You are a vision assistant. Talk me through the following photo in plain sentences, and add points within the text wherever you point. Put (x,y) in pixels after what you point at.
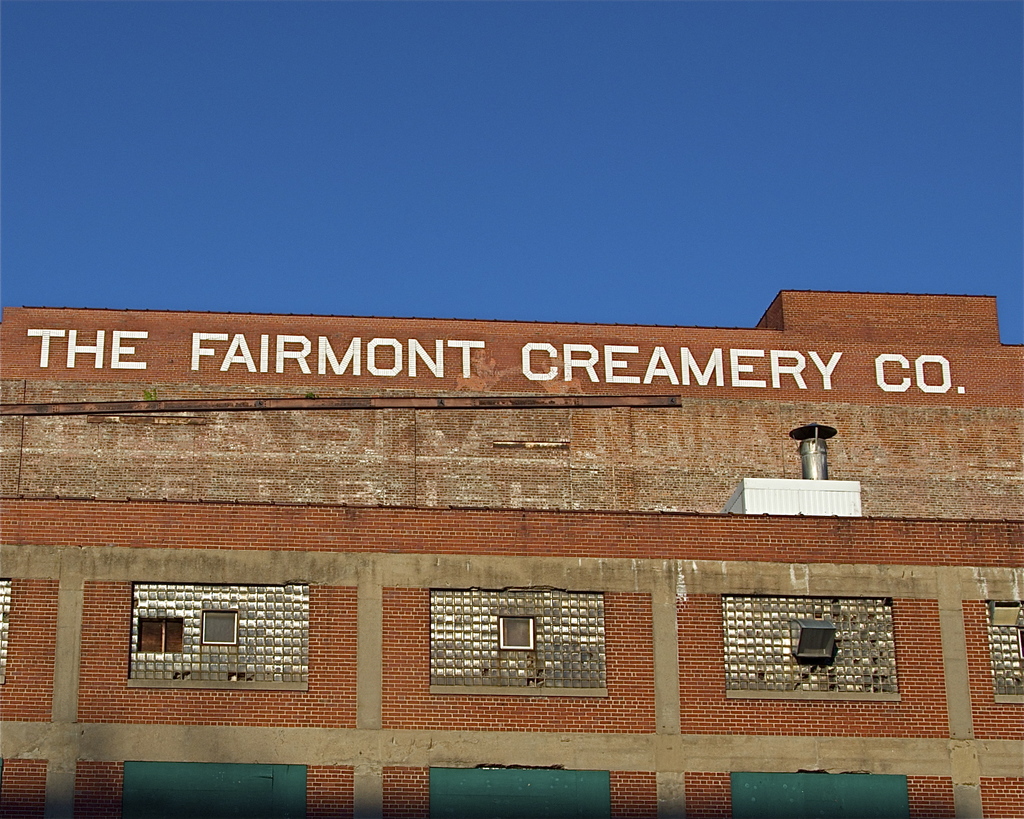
In this image we can see a building (729,574) and there is a name (266,353) on the top of a building (851,516). At the top (539,74) there is sky (581,97).
